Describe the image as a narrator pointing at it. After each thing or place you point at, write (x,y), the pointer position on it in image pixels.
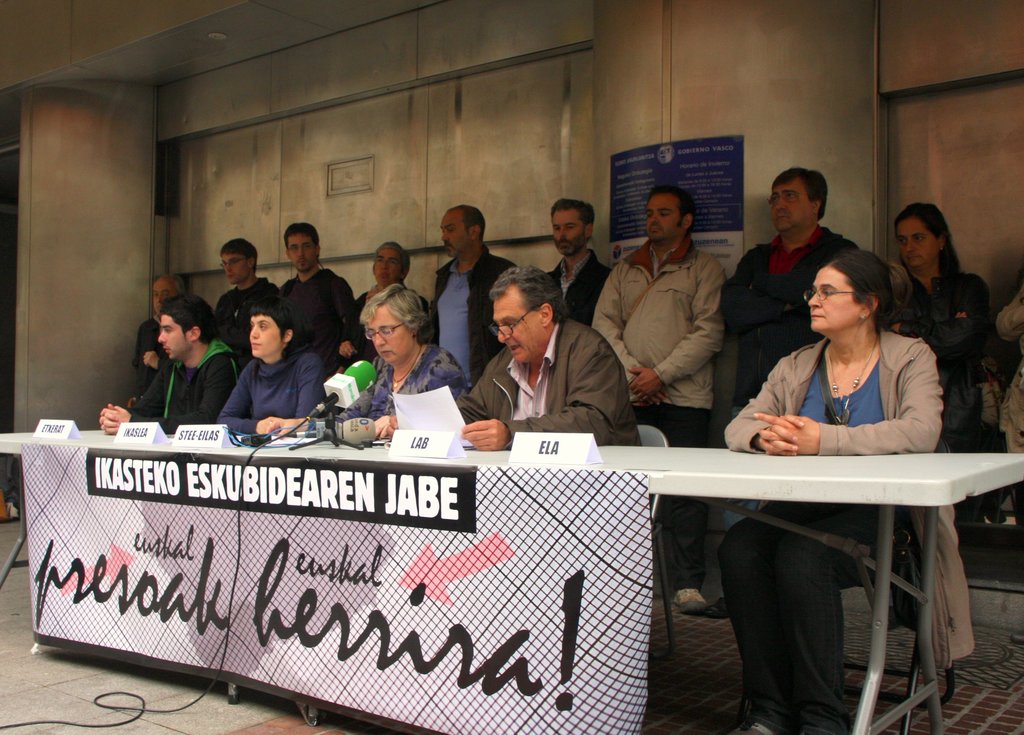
In this image, There is a table (940,499) which is in white color and there are some microphones (366,388) on the table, There is a poster (50,523) on the table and there are some people (908,415) sitting on the chairs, In the background (954,272) there are some people (795,257) standing and there is a wall (736,106) in yellow color.
